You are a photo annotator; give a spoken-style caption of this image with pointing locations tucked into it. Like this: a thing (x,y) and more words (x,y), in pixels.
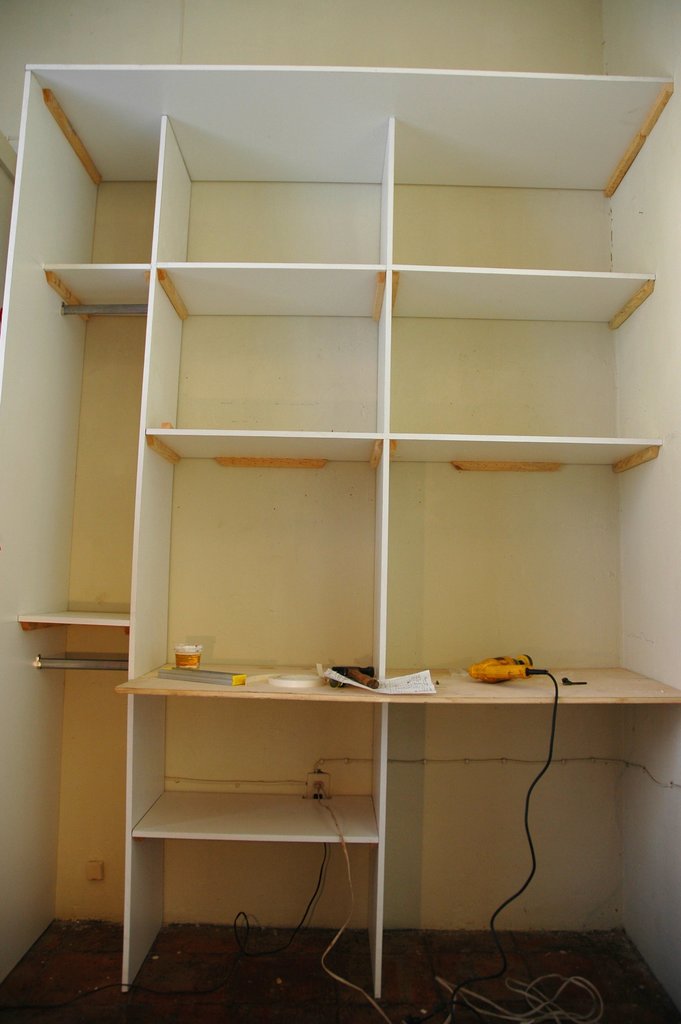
There is a cupboard (193,301) with racks (506,295). On the cupboard (469,688) there is a drill machine (490,673), hammer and many other items (205,680).
